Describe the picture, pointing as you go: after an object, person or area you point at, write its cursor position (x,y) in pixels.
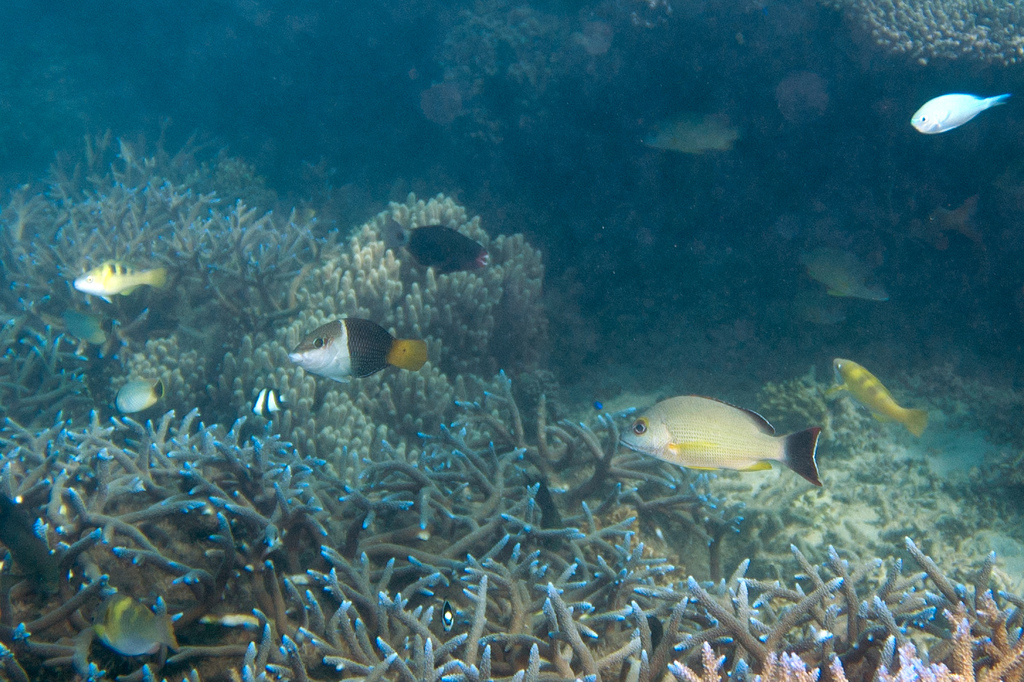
This is the image of the underground of the water (894,306). In the middle of this image (668,448), there are fish (869,386). At the bottom of this image (593,543), there is a fish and there are plants (301,506) on the ground (1004,584). In the background (776,414), there are fishes (1001,99) and there are plants (857,9).
